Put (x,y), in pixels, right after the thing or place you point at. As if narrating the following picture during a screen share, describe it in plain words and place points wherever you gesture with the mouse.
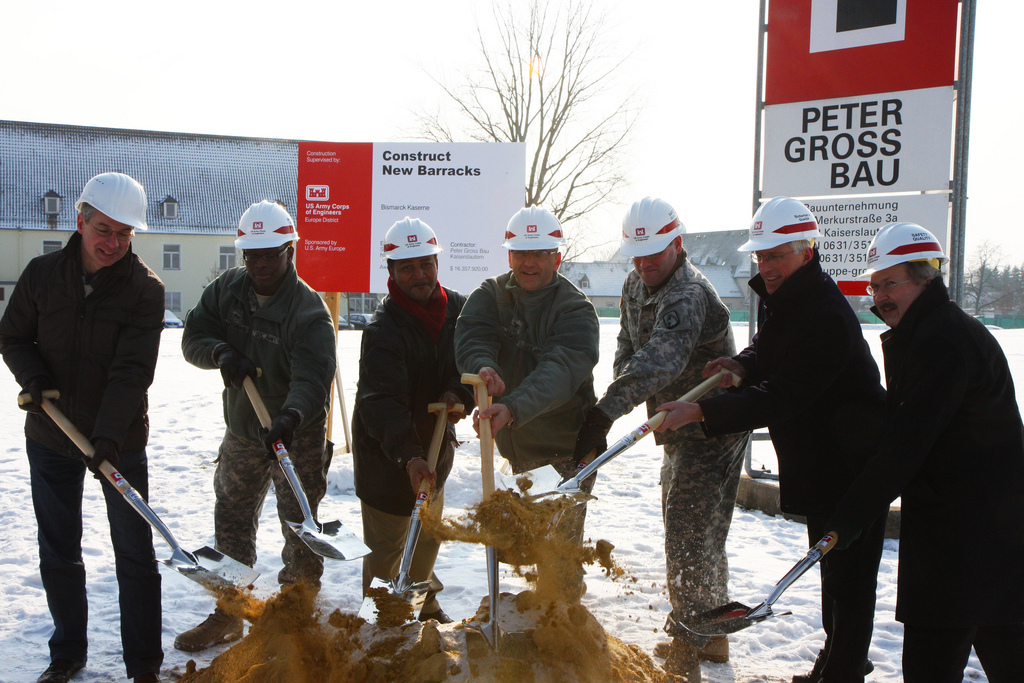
In this picture I can see there are few people (494,433) standing here and they are holding tools (414,610) and there is soil (593,667) here and they are wearing coats (424,376) and helmets (754,238). There is snow (633,452) on the floor (644,465) and there are trees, buildings (707,246) and there is a banner (439,178) and another banner (841,268) here. The sky (254,62) is clear.
